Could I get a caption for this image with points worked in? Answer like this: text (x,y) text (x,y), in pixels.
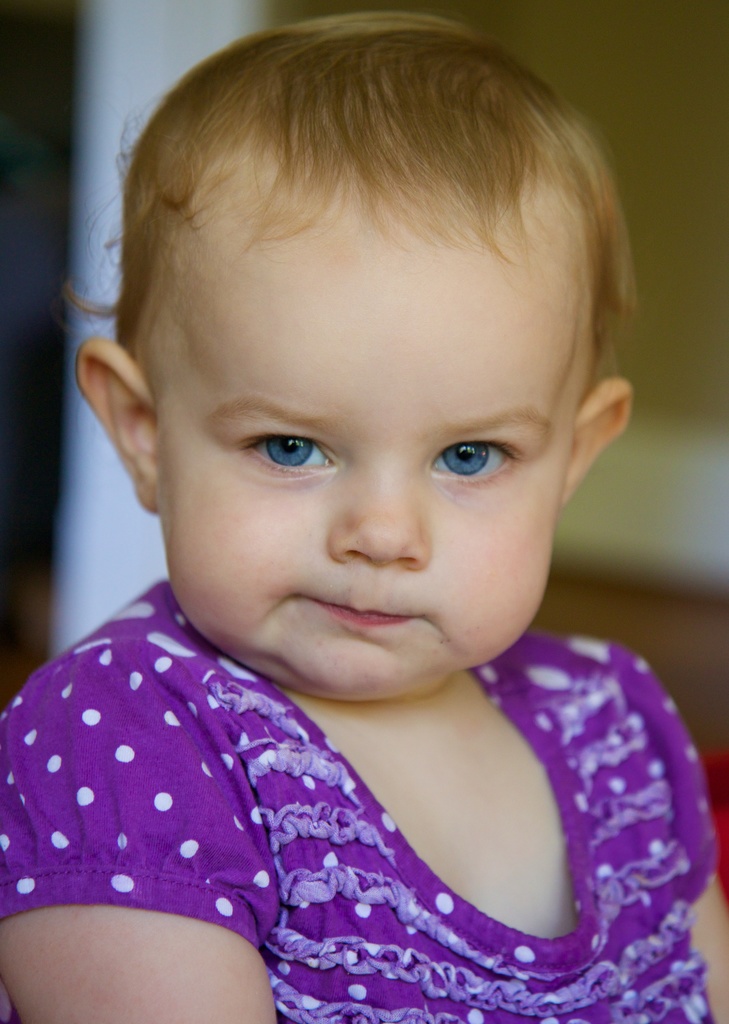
There is a baby (643,936) in purple color dress (143,861). And the background (691,636) is blurred.
